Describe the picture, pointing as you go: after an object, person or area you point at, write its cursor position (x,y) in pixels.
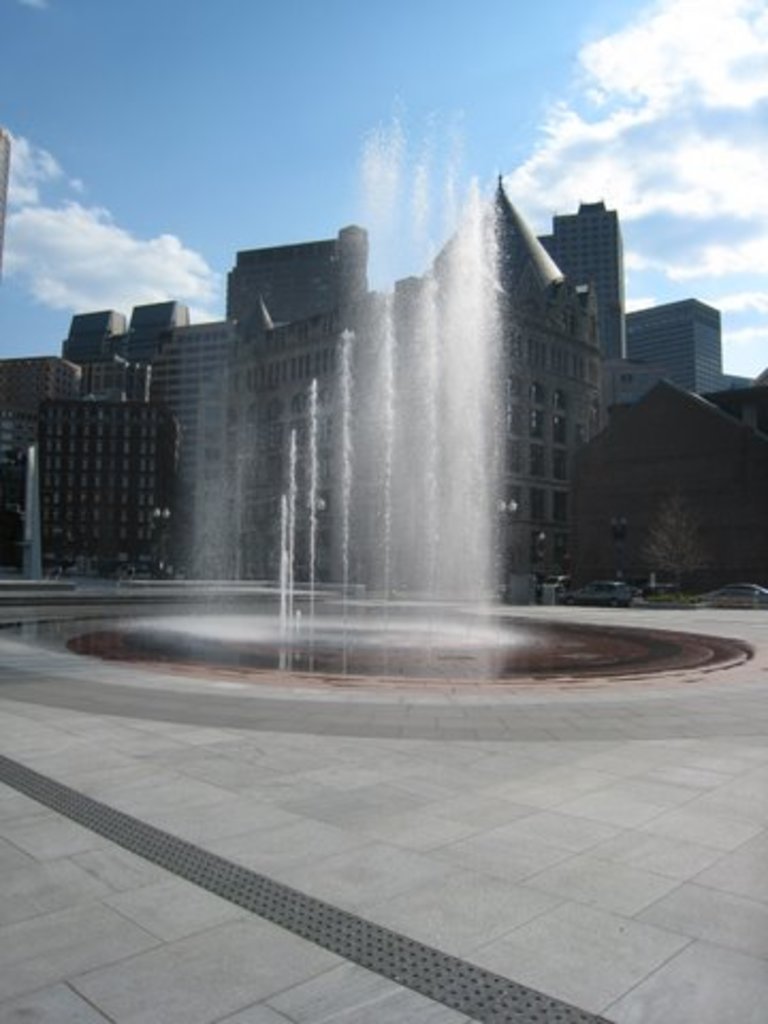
In a given image I can see a building (754,529), water fountain (433,436), vehicles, trees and in the background (354,112) I can see the sky (338,118).
